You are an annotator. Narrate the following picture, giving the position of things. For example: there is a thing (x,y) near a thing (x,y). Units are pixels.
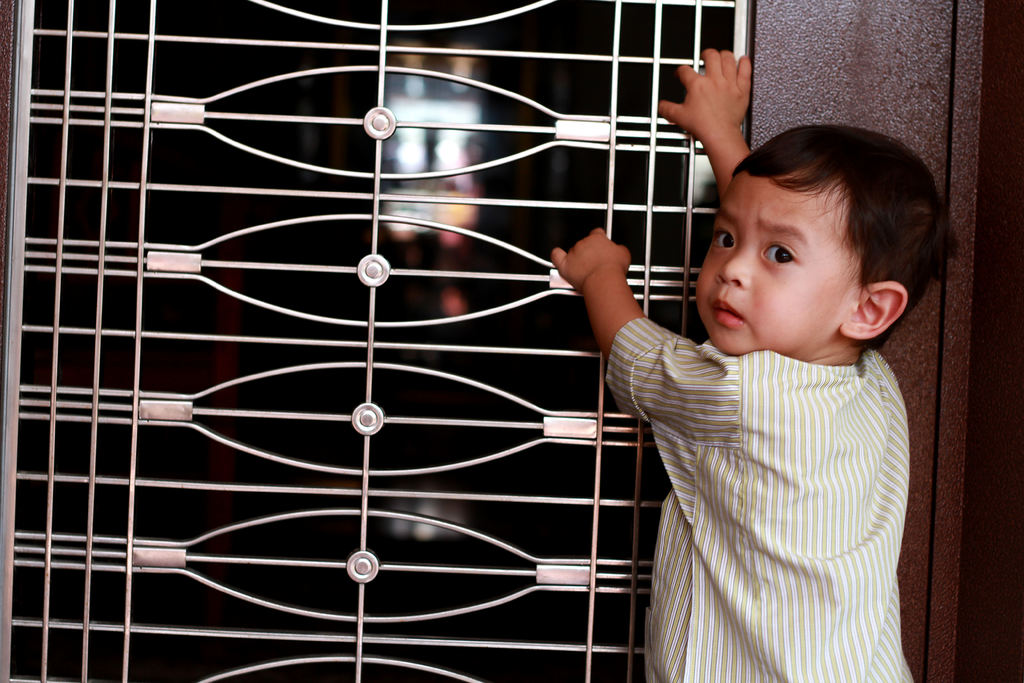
In this image I can see the person (782,426) standing and wearing the white and green color dress (739,540). The person (729,498) is holding the window grill (398,218). And there is a blurred background (345,152).
